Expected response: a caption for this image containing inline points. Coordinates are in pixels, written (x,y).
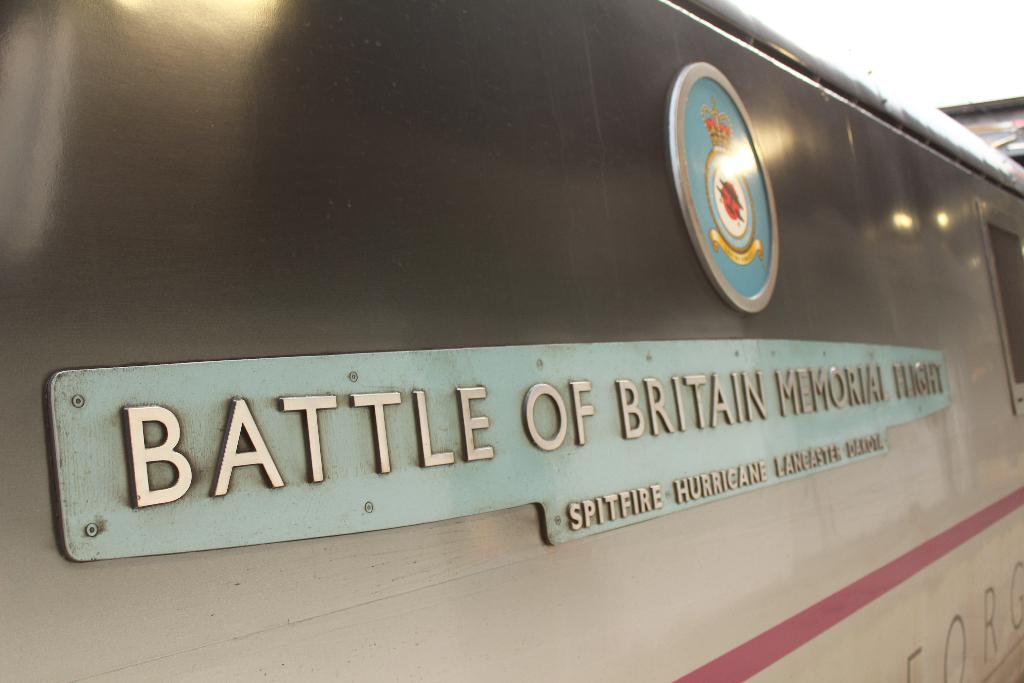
In this image we can see two boards (173,544) on the surface (160,594) and some text (479,449) written on it.
